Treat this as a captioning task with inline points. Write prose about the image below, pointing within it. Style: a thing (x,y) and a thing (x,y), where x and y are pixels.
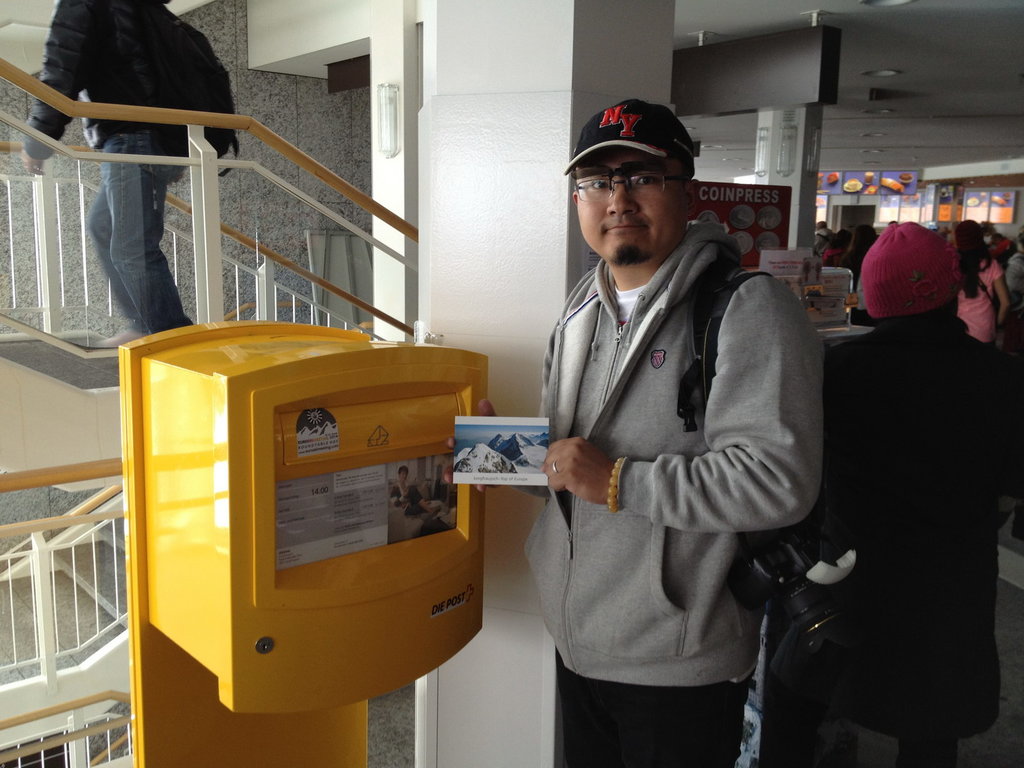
In this image I can see group of people (951,382), some are standing and some are walking. In front (647,589) the person (673,452) is wearing gray and black color dress (601,702) and holding the card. In front (354,584) I can see some object (321,586) in yellow color and I can also see few stairs (347,186), pillars (434,122) and the wall (307,116) is in white and gray color.
